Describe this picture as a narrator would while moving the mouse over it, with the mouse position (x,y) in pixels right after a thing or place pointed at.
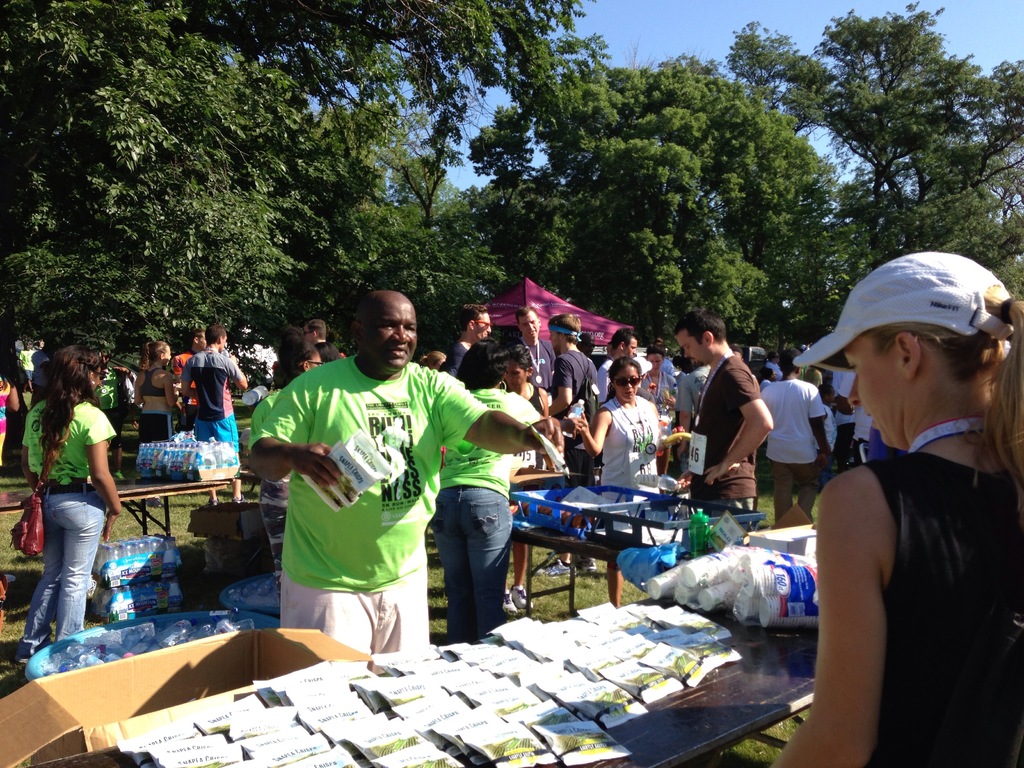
This picture shows few people (720,369) standing and we see tables (134,497) and we see a man (342,512) standing and holding packets (329,496) in his hand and we see a woman (899,425) standing and she wore a cap (904,266) on her head (886,372) and we see some packets (595,638) on the table (763,664) and we see cups (783,600) and water bottles (151,475) on the another table (116,479) and we see a another woman (86,472) standing and she wore a handbag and we see a tent (554,312) and a few of them wore id cards (703,459) and we see trees (553,211) and a clear sky (707,32) and a box (31,743) on the ground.
